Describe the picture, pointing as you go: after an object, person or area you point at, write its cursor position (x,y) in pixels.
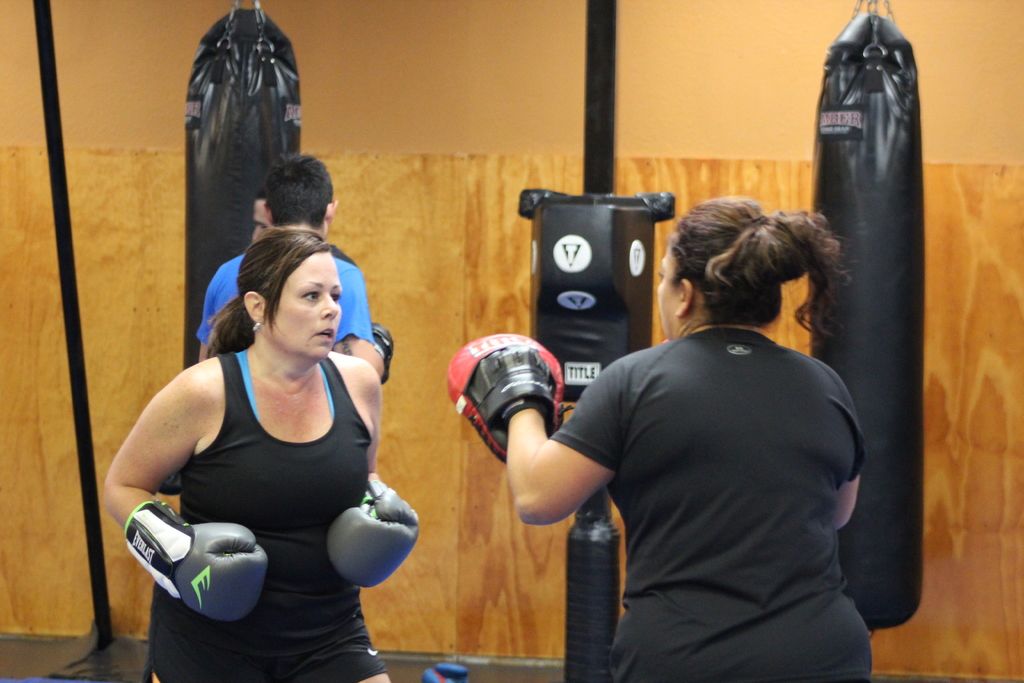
In the background (499,48) we can see the wall (167,36). In this picture we can see the people (727,382), boxing bags (244,132), poles (600,145) and objects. We can see the women (673,366) wearing boxing gloves (228,582).
